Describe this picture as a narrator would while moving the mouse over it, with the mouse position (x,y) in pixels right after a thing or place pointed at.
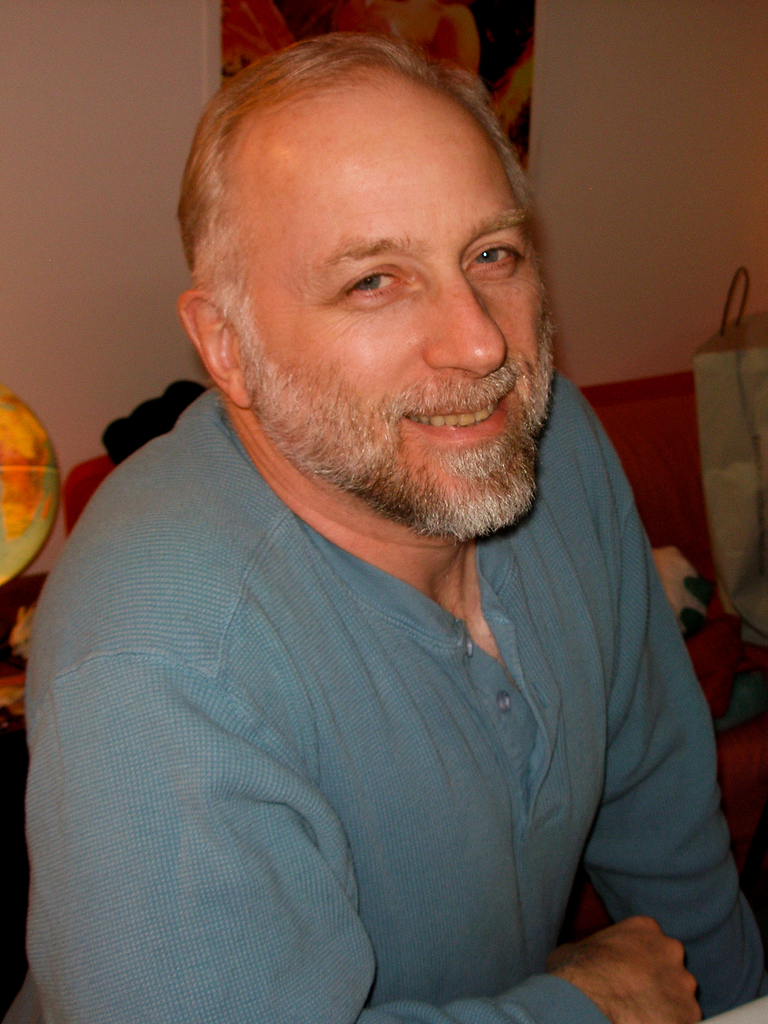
In this picture we can see a man (501,426) is smiling. Behind the man (517,419) there are some objects (633,379) and wall (546,215).
